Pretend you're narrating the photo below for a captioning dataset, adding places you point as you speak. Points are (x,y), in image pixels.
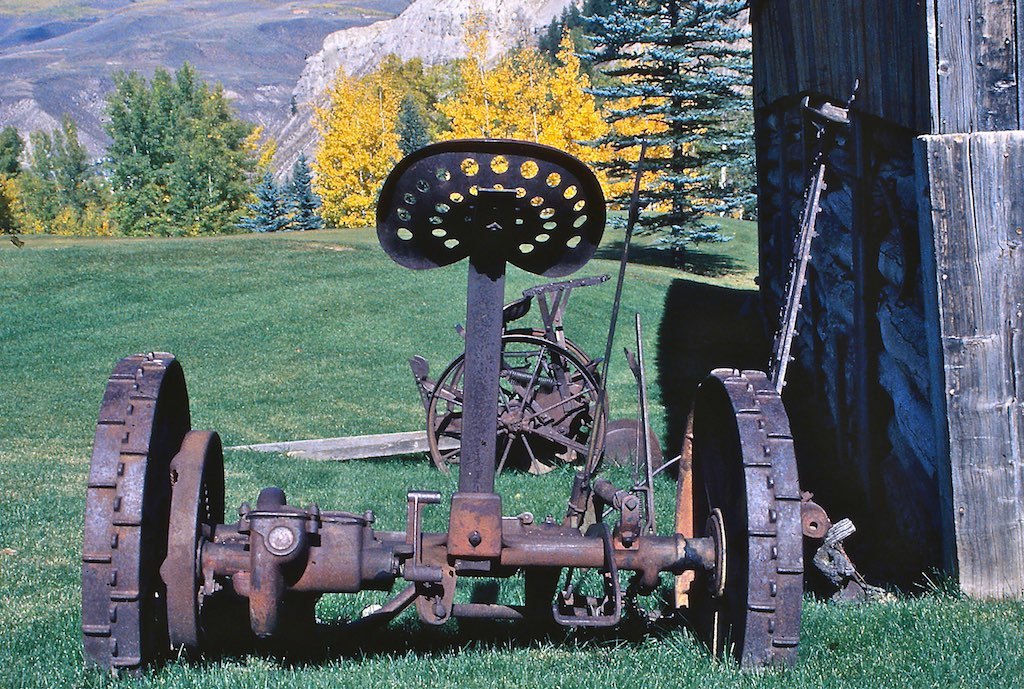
Here we can see a vehicle (761,560) and a wall (901,470). This is grass (294,304). In the background (266,165) we can see trees (477,38) and a mountain (363,49).
